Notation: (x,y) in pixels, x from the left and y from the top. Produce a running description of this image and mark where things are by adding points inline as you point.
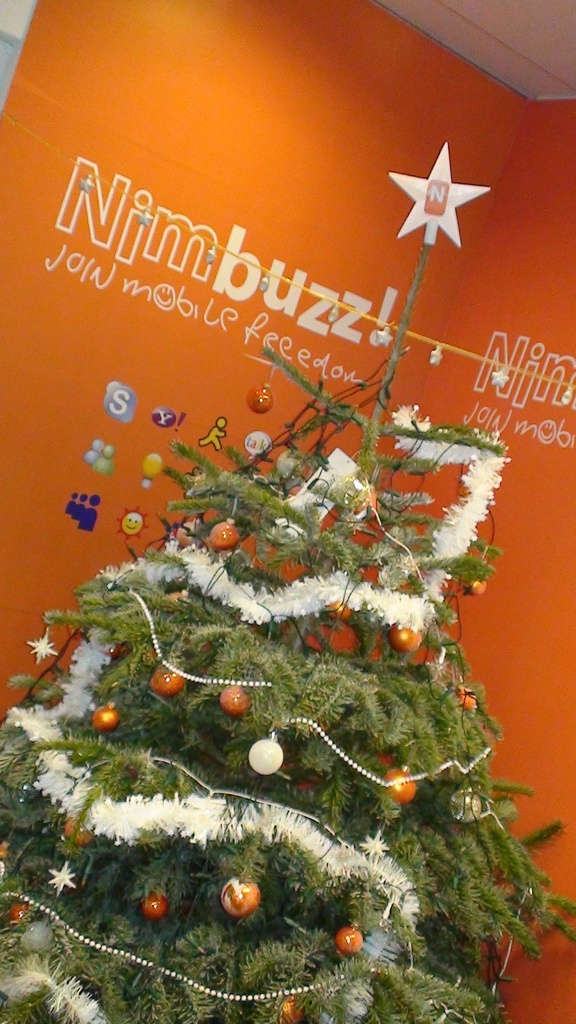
In this image we can see a Christmas tree (344,719) with some lights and decorative items (492,456) and in the background (462,362), we can see a poster (185,285) with some text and pictures (130,521).
